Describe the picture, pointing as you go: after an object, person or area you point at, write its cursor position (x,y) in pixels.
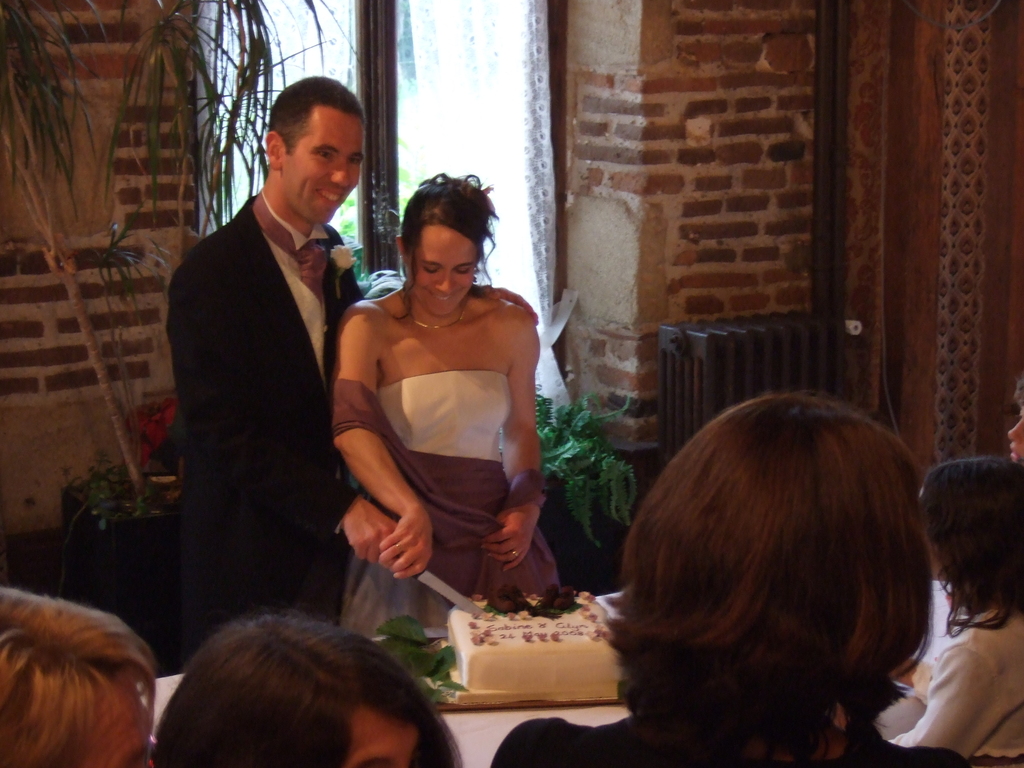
In this image there is a person (251,409) wearing a suit (228,330) is holding a knife (456,596). He is beside a woman (456,460) standing and she is holding a knife (426,585). They are cutting the cake (522,667) which is on the table (445,714). Bottom of the image (938,736) there are few persons (684,636). Beside the woman (505,475) there is a plant (557,451). Background (30,363) there is a wall (670,209) having window (445,171) which is covered with curtain (532,189). Left side (89,511) there is a pot (144,520) having a plant (20,70) in it.
